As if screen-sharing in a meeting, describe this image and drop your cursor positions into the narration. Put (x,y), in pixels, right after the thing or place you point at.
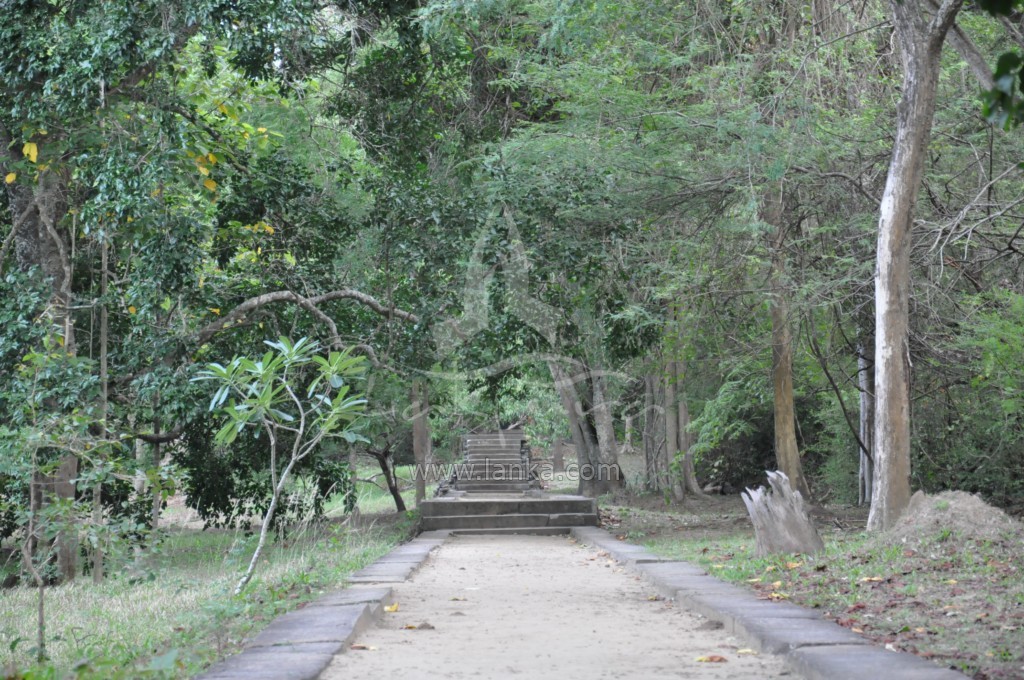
In the foreground of the picture (421,569) there are dry leaves (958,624), path (514,599), plant (273,483), soil (937,600) and grass (94,583). In the center of the picture (568,401) there are trees (367,339), staircases (471,459) and grass (553,478).
